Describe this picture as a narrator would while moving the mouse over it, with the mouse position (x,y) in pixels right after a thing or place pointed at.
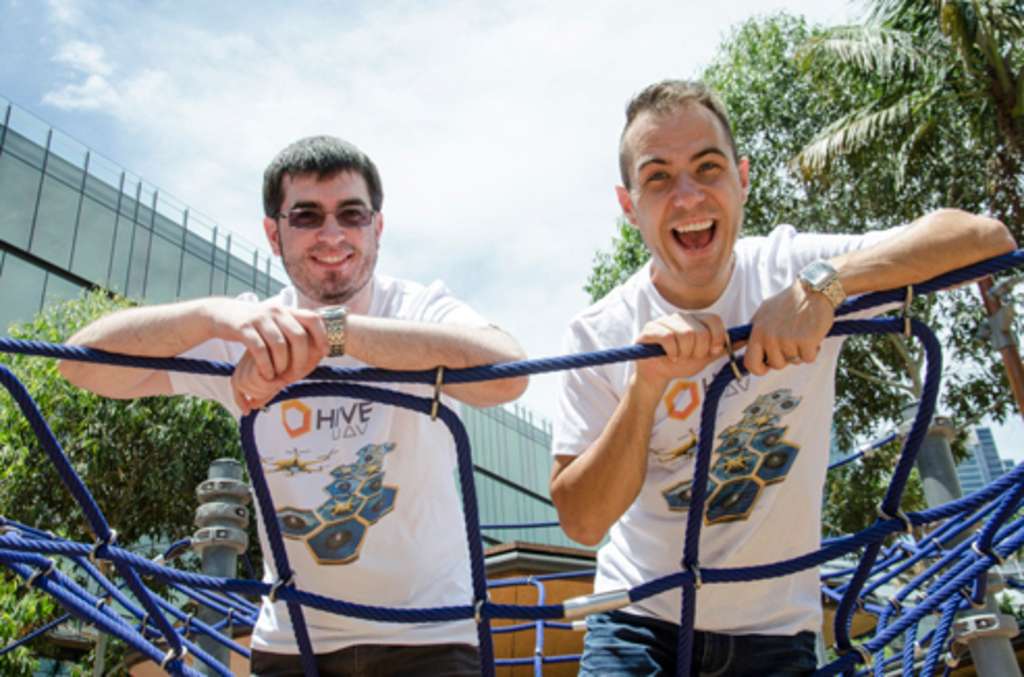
In this picture, we see two men (597,459) are standing. Both of them are smiling and they are posing for the photo. In front of them, we see something which is made up of blue color rope (162,616). Behind them, we see a pole (241,521) and trees (159,425). There are buildings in the background (980,460). At the top of the picture (216,162), we see the sky (177,83).
